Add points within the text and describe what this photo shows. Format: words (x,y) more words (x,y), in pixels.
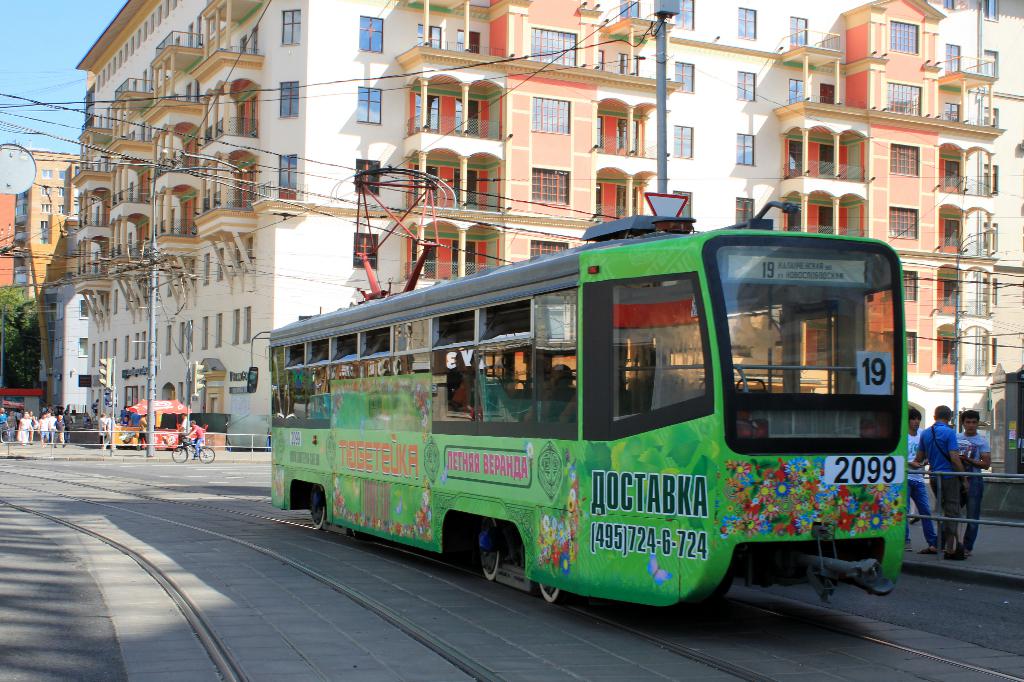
In the center of the image (537,453) we can see a tram (620,501) and tram tracks (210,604). On the tram (538,517), we can see some text (627,507). On the right side of the image (918,460), we can see a fence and three persons (937,448) are standing. In the background (961,412), we can see the sky (15,134), buildings (342,132), trees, poles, wires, one person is riding a cycle (195,446), few people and a few other objects (158,425).
